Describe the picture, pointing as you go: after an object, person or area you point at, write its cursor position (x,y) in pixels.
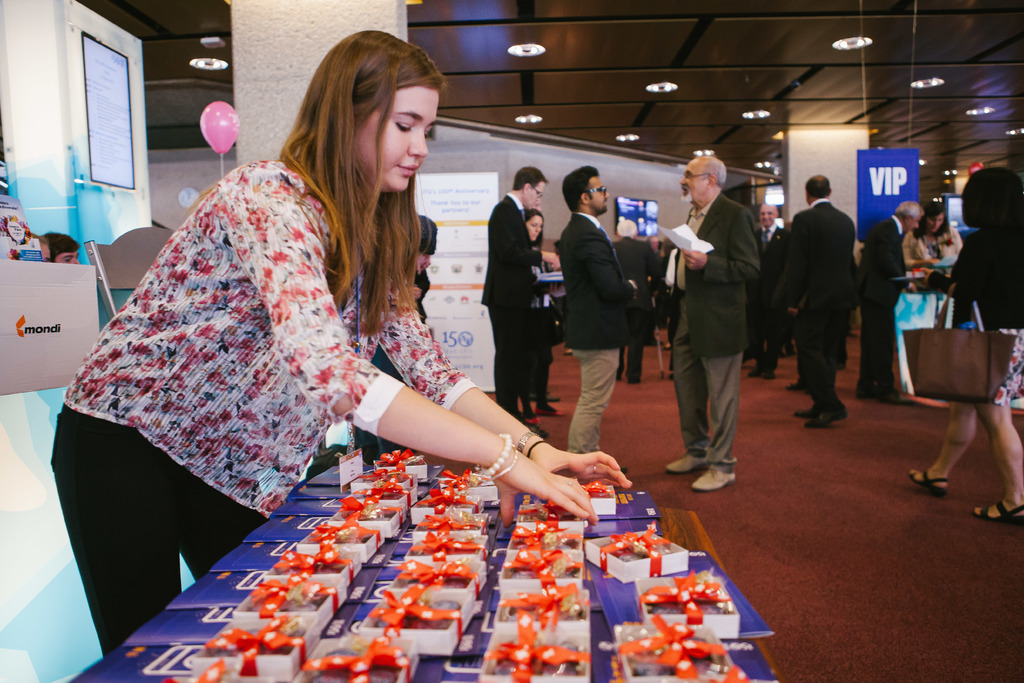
The woman (295,202) in front of the picture is standing. In front of her, we see a table (393,557) on which blue color books (219,571) and gift boxes (326,575) are placed. Behind her, we see a board (17,455) in white and blue color. Beside that, we see boards (46,286) and a man (67,240) is sitting. Beside her, we see a pillar (288,90) and a pink color balloon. Behind that, we see a board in white color with some text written on it. In the middle of the picture (594,285), we see the people (521,300) are standing. On the right side (999,317), we see a woman (982,296) who is wearing the handbag (995,345) is walking. At the bottom (923,550), we see the brown carpet (891,560). Beside them, we see a pillar (818,167) and the boards (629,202) in blue color with some text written on it. In the background (151,99), we see a wall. At the top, we see the ceiling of the room (66,220).
